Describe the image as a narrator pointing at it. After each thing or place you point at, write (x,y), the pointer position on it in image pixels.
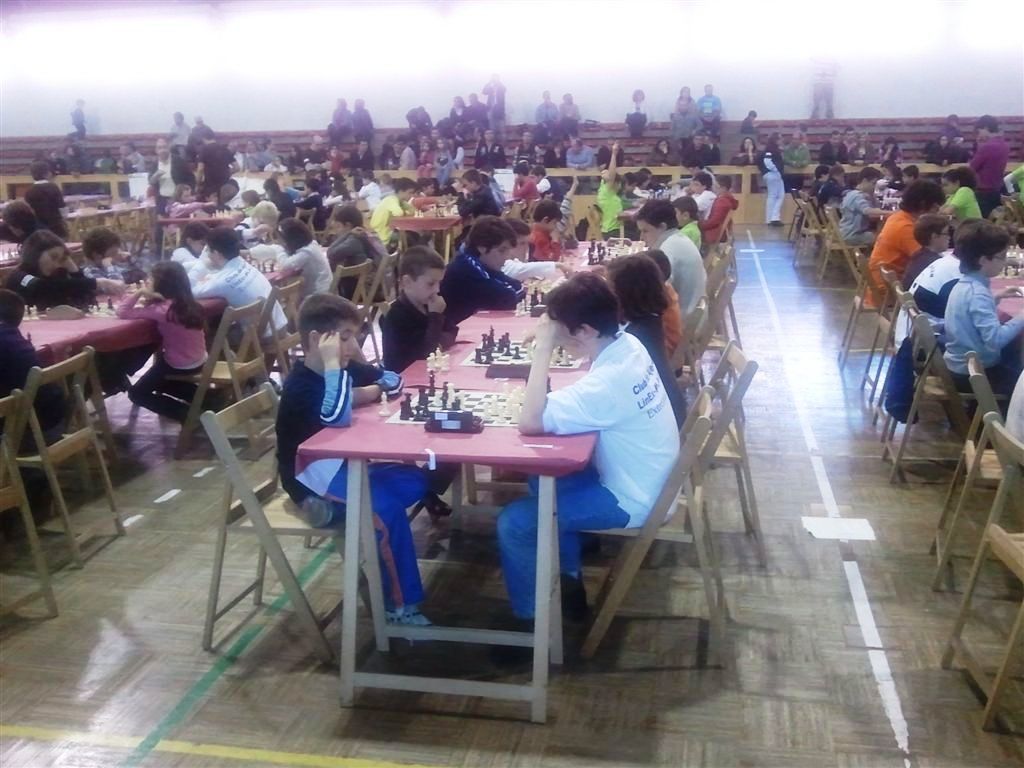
There are many children (319,356) sitting in the chairs (712,257) in front of each other and playing a chess game (460,390) on the tables (566,257). In the background (267,157) there are some people (958,136) sitting and watching them.
